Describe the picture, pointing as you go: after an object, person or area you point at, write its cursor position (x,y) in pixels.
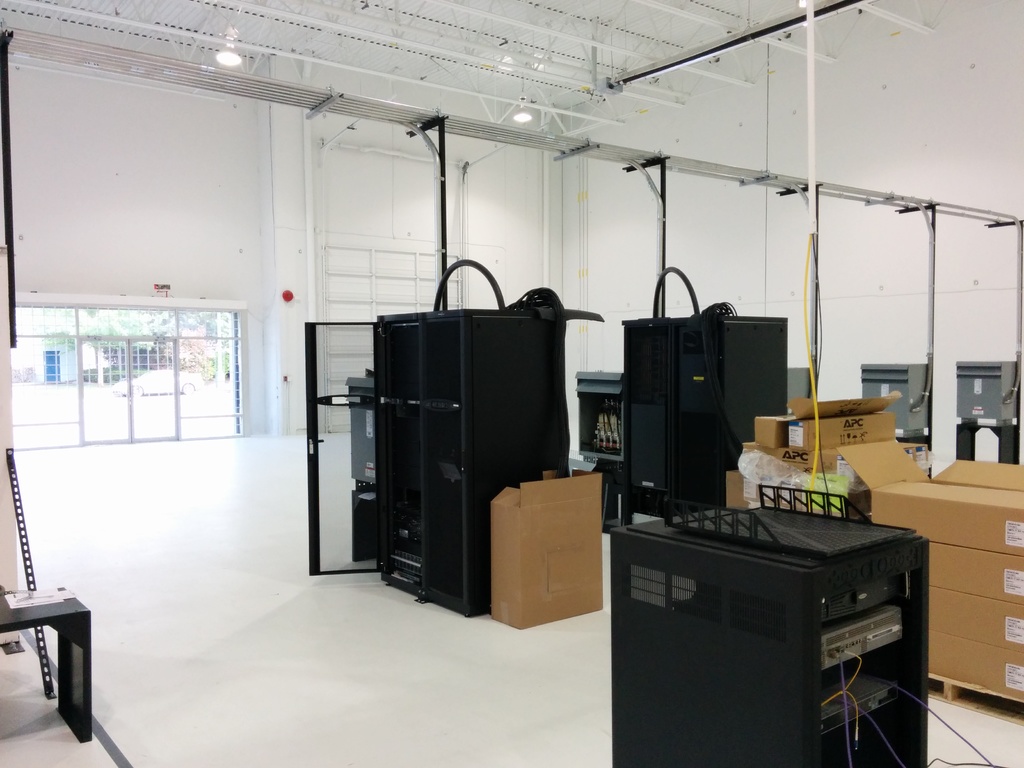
In this image we can see the black color objects (662,549) and cardboard boxes (955,549) on the floor (355,687). We can also see the door (171,385) and windows (61,385) and also the wall (947,257). At the top (634,24) there is roof (480,33) and we can also see the lights (516,117).
